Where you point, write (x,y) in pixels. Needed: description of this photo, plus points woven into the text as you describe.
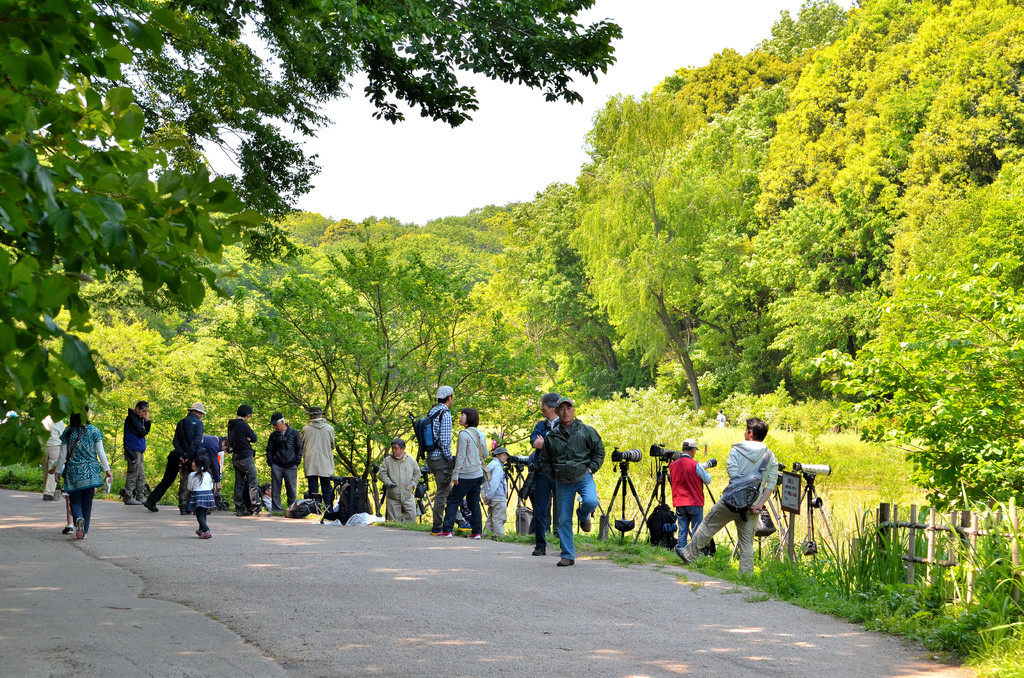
In the foreground of the picture (197,16) we can see branches (194,189) of the trees (47,216), plants (869,550), railing (963,586), stands (634,505), cameras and people (680,478). In the middle of the picture (387,294) there are trees (1008,273), plants (932,470) and grass (886,456). At the top (518,128) there is sky (411,132).
